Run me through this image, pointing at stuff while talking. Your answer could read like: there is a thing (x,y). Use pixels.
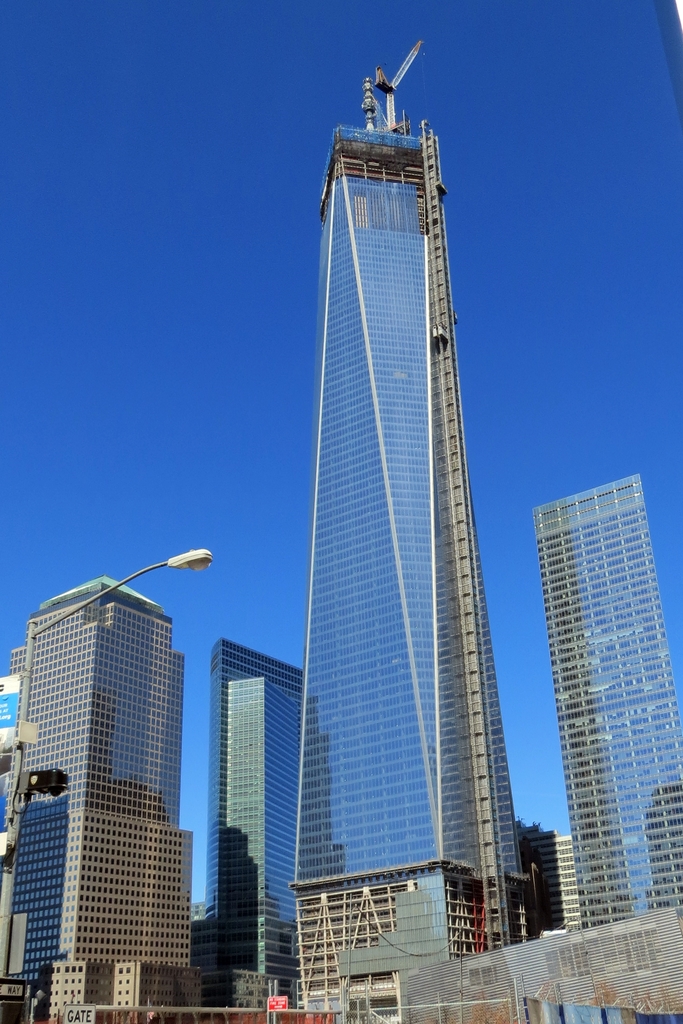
This picture might be taken from outside of the building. In this image, on the left side (181,562), we can see a street light (21,694) and hoardings (10,714). In the background (41,839), there are some buildings (534,853), trees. On the top (535,159), we can see a sky (580,322).
